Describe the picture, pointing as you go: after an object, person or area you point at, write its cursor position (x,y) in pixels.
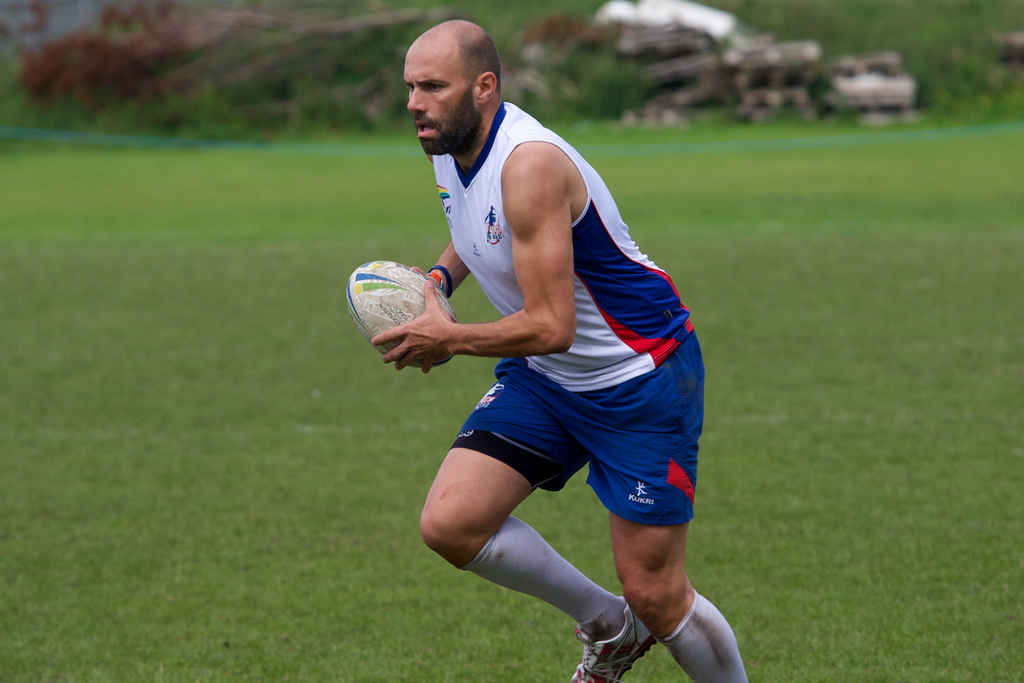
In this image there is a person (557,242) with white and blue t-shirt (627,286), he is holding the ball (416,286) and he is running. At the bottom (810,496) there is a grass (904,321), at the back (109,58) there are plants (137,48). This is the picture of the playground (818,145).
